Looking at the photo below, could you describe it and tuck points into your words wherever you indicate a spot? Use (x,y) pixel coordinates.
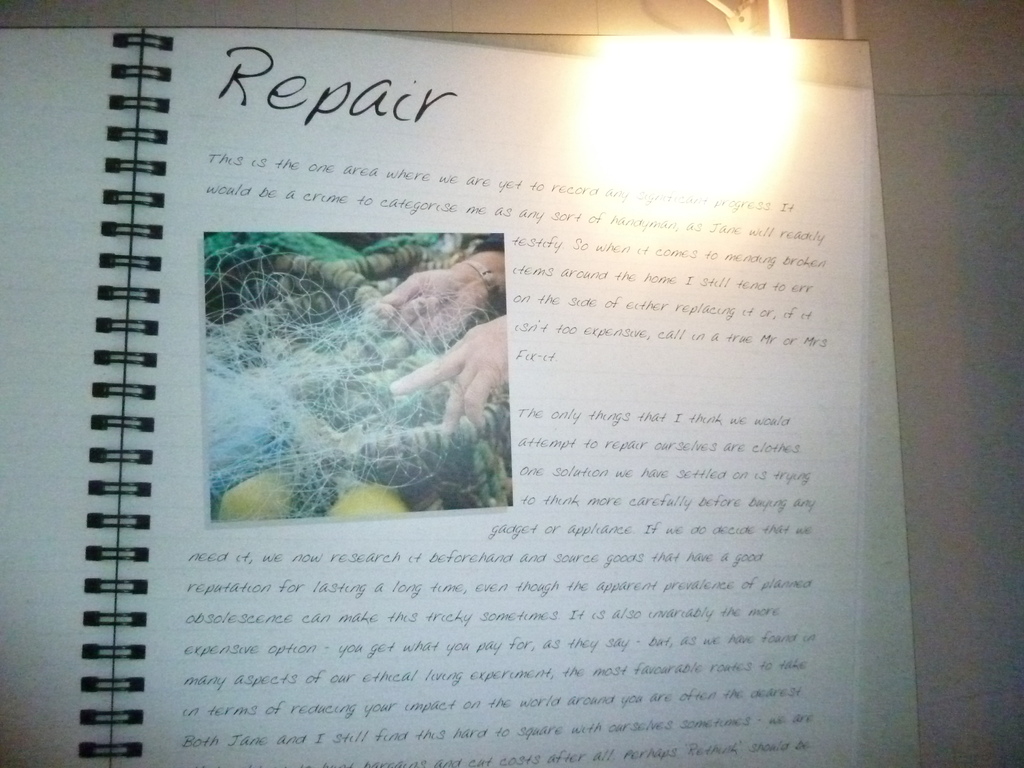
In this image we can see a book (440,506). In the book (228,623) we can see the text (461,562) and image (319,402). On the right side (925,236), we can see a white surface (930,284). At the top (726,35) we can see the light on the book (331,292).
